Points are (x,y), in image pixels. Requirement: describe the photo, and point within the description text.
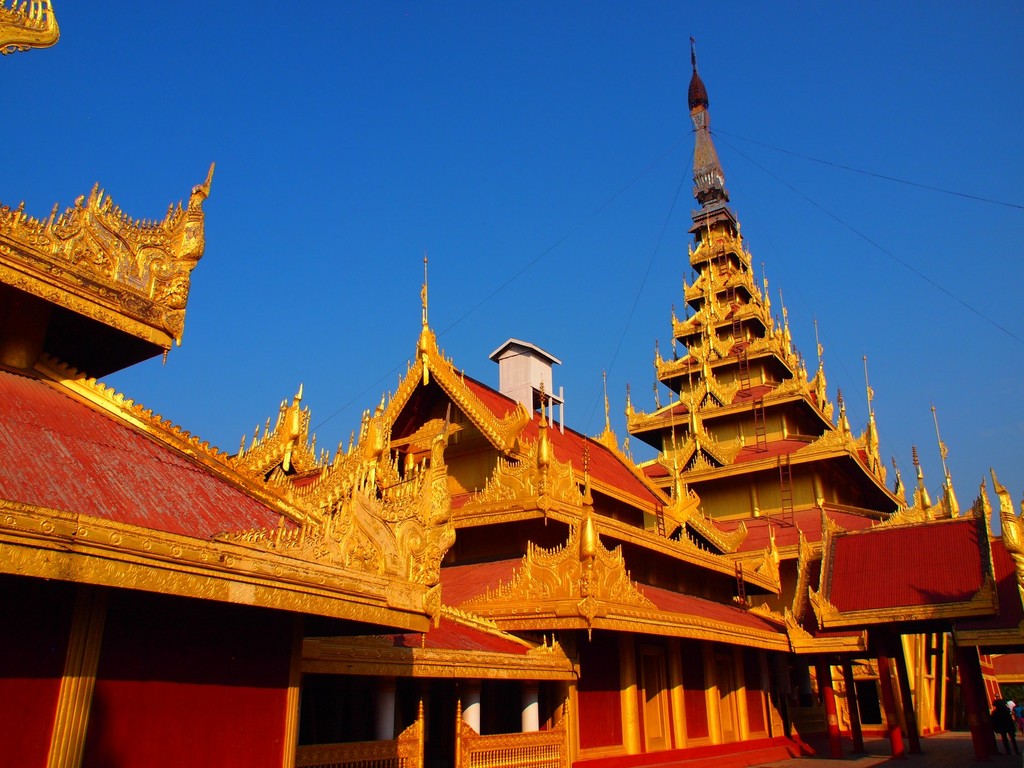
This image is a picture of a Mandalay palace (590,543) in Myanmar. At the top (344,178) sky (424,124) is visible.
